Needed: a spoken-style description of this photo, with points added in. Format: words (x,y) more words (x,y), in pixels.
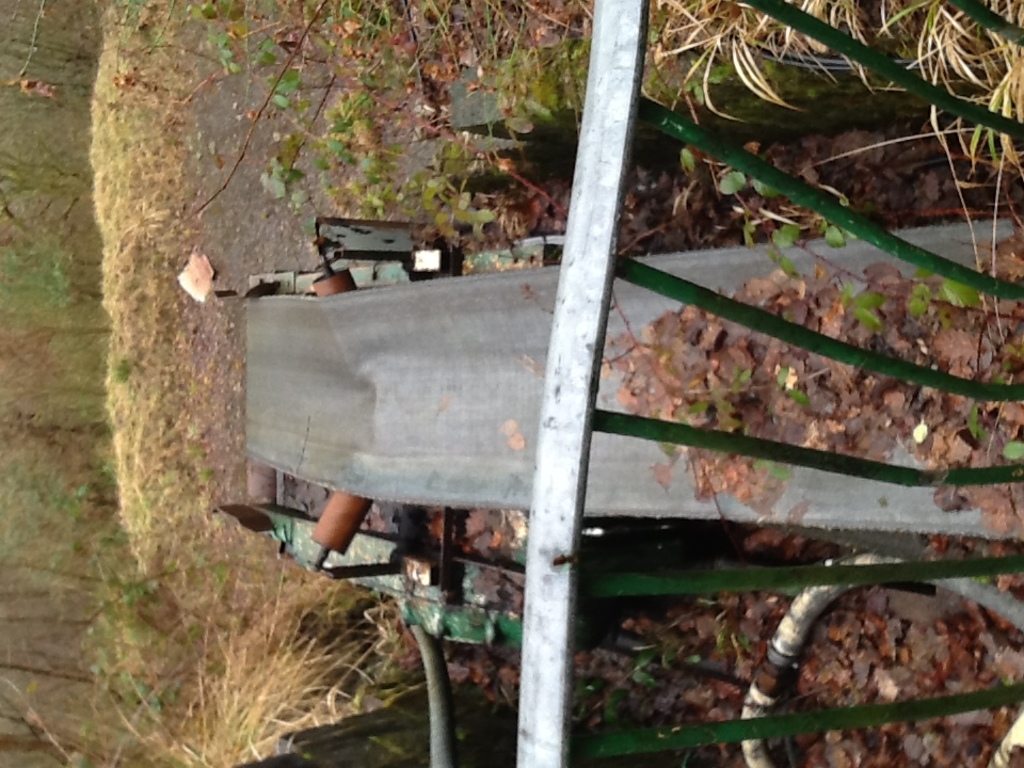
In the middle of the image (435,424) we can see a machine (402,475). There is a railing (942,566) on the right side of the image (919,435). We can see trees (54,511), grass (117,401) and land (227,234) on the left side of the image (206,323). There are some plants (354,41) at the top of the image (400,44). We can see one pipe (822,607) in the right bottom of the image (873,605) and some dry leaves (895,637).
